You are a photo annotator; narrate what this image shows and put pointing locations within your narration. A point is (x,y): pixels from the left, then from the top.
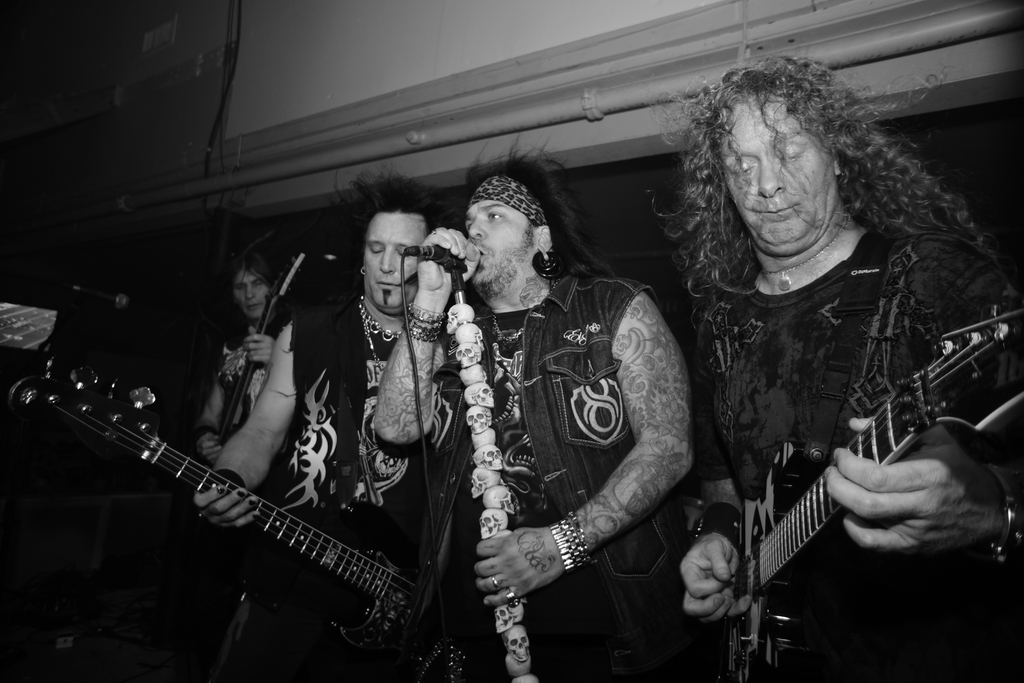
There are four persons (530,301) standing. In the right (873,392) end a person (853,493) is holding guitar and playing. Next to him a person (526,267) is holding mic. on the mic stand (482,417) there are skull heads (475,459) and he is singing. Next to him a person (312,473) is playing guitar (314,543). Back also person (263,339) is playing a guitar (265,326). And there is a mic stand (118,296). In the background (355,68) there is a wall (425,78) with pipe (459,123).
